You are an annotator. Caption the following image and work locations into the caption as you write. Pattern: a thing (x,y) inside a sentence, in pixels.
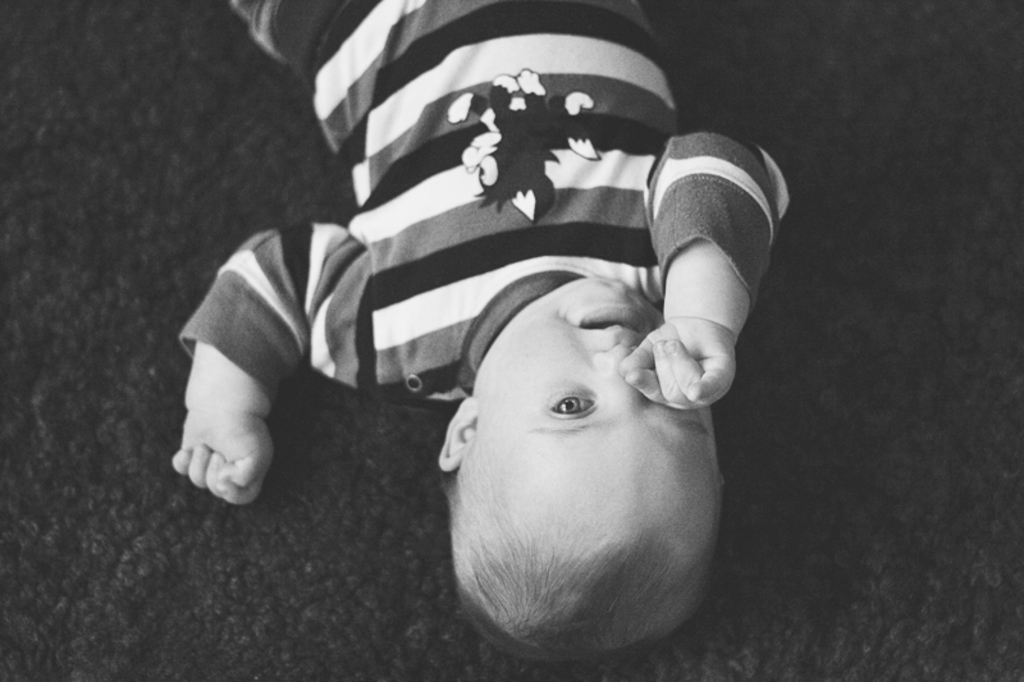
This is a black and white image where we can see a boy (572,472) is lying on the floor (129,359). He is wearing a T-shirt (474,231).
